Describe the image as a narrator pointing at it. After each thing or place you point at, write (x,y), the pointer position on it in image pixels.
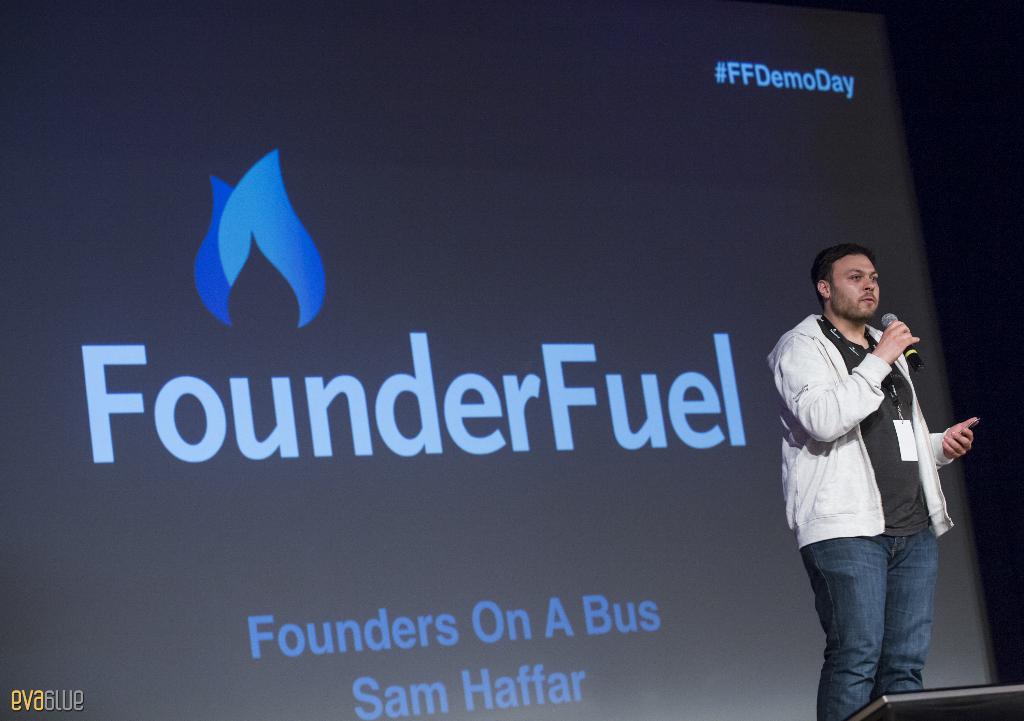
In this image, we can see a person (882,403) standing and wearing an id card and holding a mic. In the background (437,307), there is a board (349,245) and we can see some text (375,617). At the bottom (943,702), there is a stand (927,701).
